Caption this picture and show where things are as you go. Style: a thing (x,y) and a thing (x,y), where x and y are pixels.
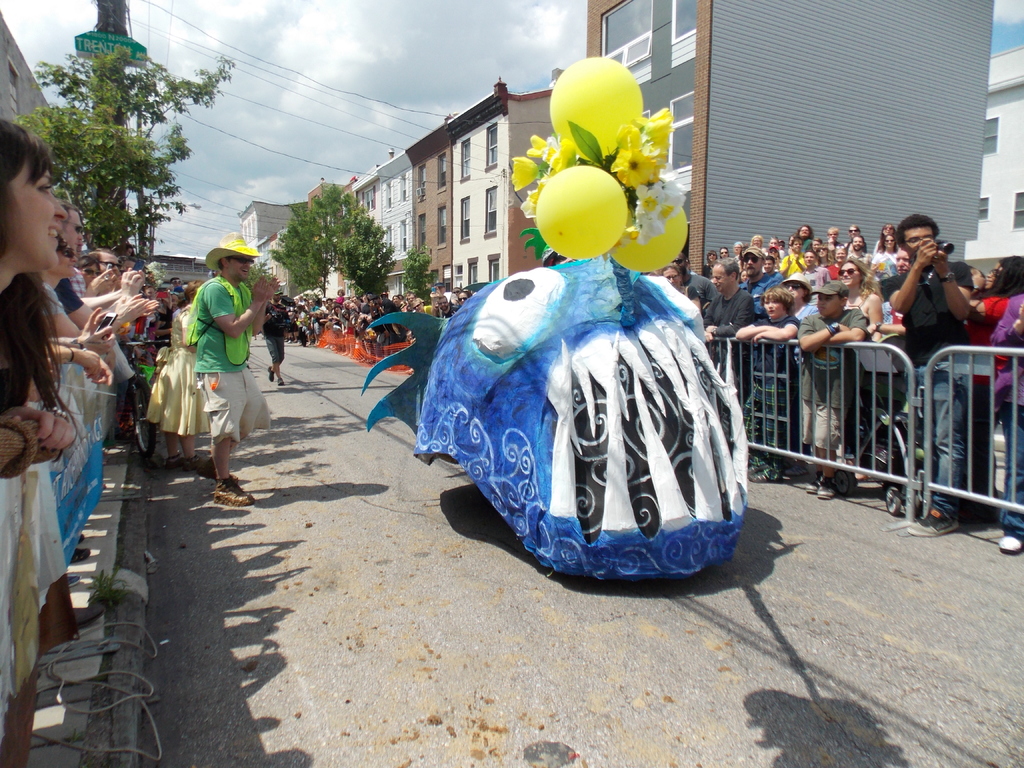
Here we can see balloons (574,67). In this image we can people (20,169), fence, buildings (436,181), trees (89,177) and windows (489,139), Sky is cloudy. This person (937,275) is holding a camera (938,249).
